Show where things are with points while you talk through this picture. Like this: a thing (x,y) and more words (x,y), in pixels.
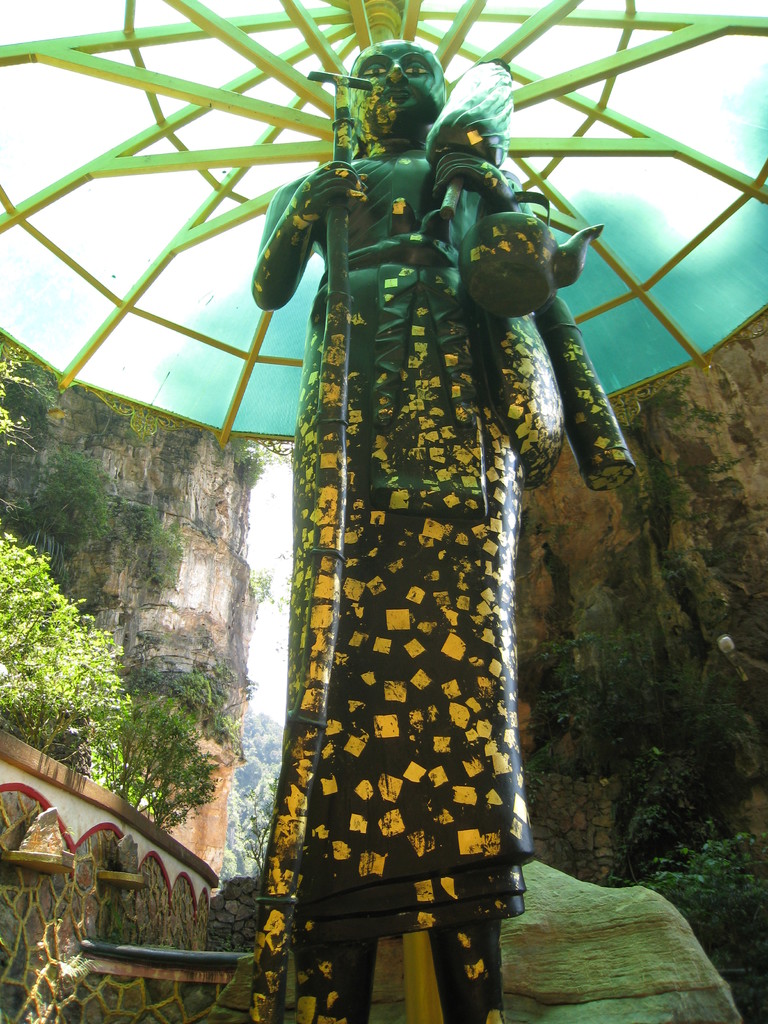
In this picture I can see a statue (385,691) of a person (355,253) standing and holding some items (332,364), this is looking like an umbrella (648,62), there are rocks (701,996), trees (147,768), hills (2,412) and there is sky (263,605).
